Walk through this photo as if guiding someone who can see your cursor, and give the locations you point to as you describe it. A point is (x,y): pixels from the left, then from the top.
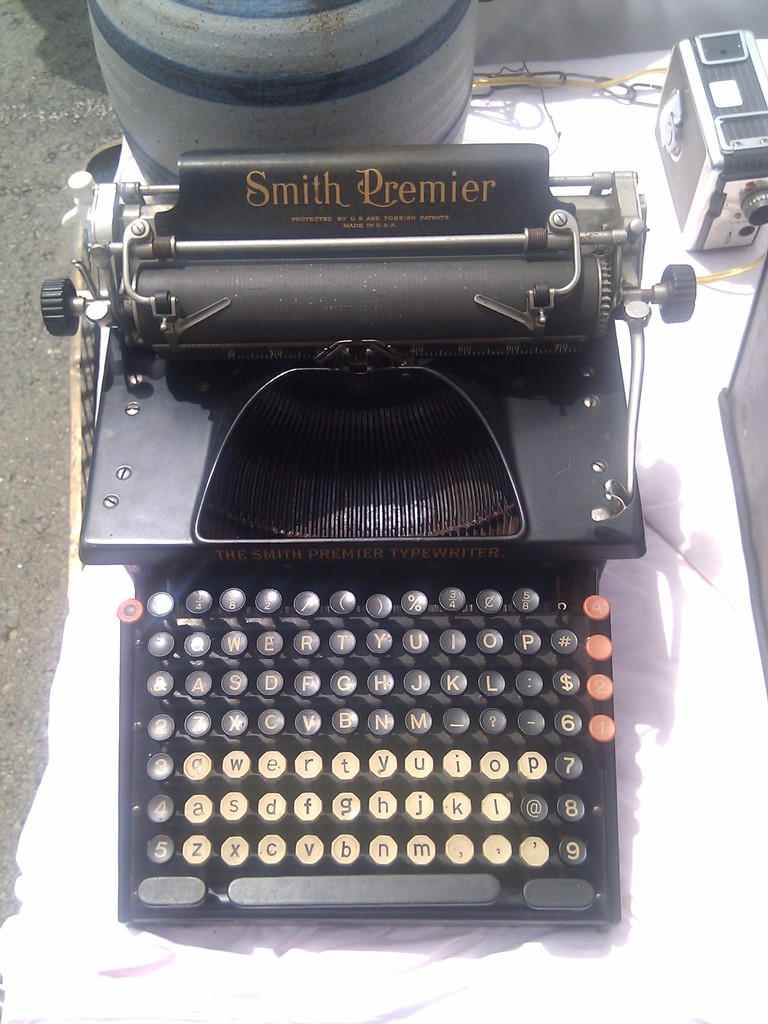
There is a typewriter (207,274) in the center of the image (376,462) on a white color cloth (536,1007) and there are other objects (439,88) at the top side (461,59).
